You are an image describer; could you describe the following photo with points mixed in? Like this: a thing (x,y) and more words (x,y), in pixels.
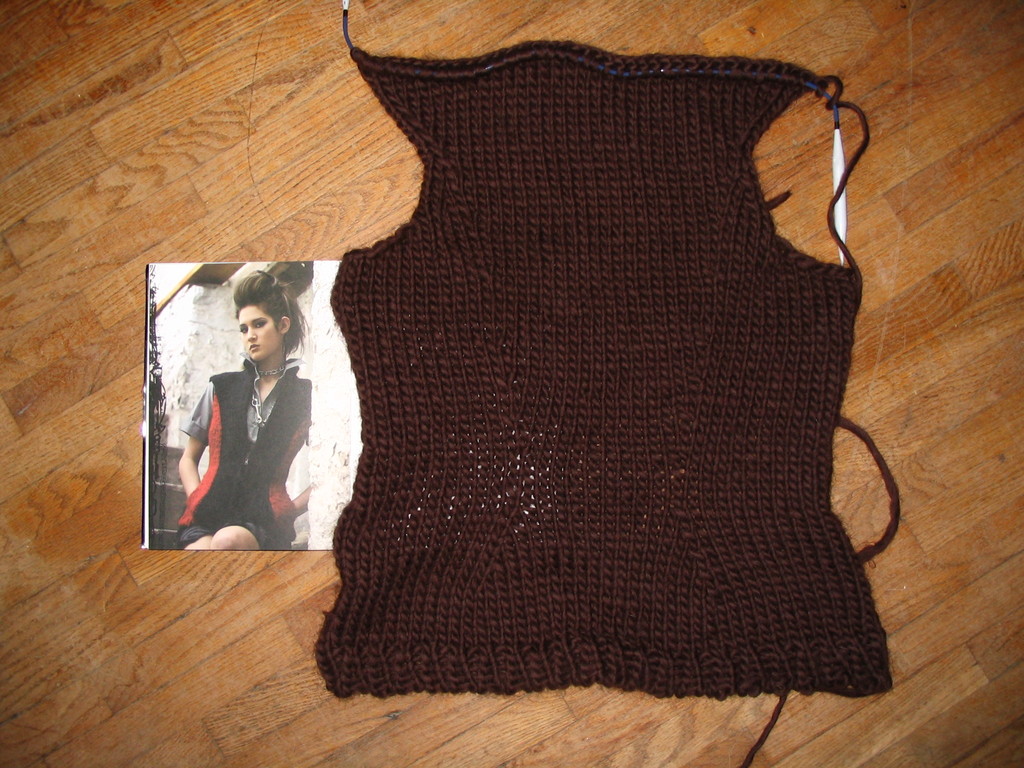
In this picture we can see a cloth (487,424) and a photo (179,445), at the bottom (250,669) there is wooden surface (246,675), in this photo (257,465) we can see a girl (231,423).
